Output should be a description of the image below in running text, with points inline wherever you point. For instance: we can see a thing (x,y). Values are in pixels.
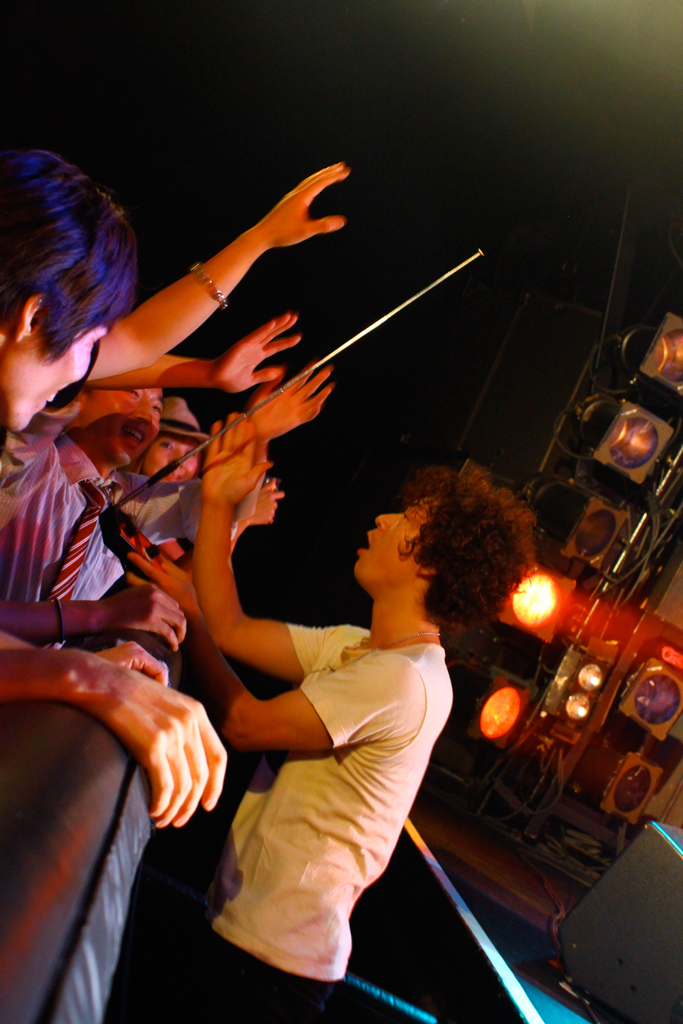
In this image we can see a few people (212,510) in which one of them is holding a stick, there we can see few lights (614,792), some wires (555,848) on the ground (549,902).
